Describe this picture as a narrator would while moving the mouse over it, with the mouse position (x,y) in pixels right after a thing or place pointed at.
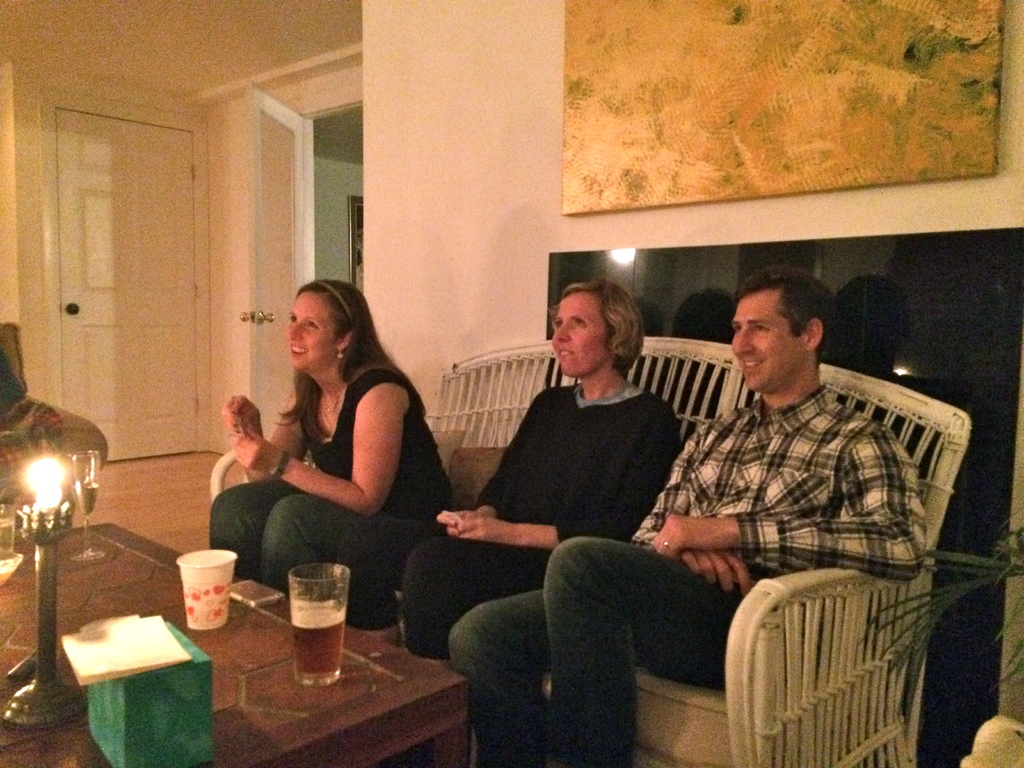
There is a table (311,721) which is in brown color on that there is a glass (298,595) which contain some wine (328,669) and a green color box (173,695) and a lamp (47,510) and there is wall (803,221) and a poster (805,85) of yellow color is placed on the wall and a white color doors (283,217).
